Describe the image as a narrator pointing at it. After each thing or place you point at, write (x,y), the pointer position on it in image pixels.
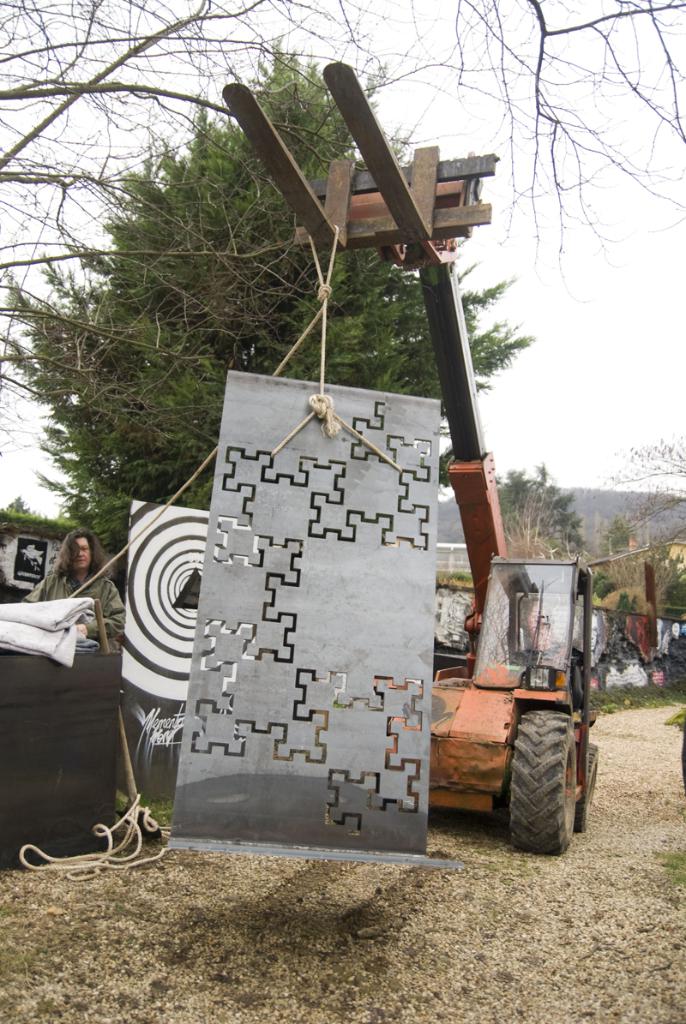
In this image I can see a vehicle (510,596) in orange color, in front (221,605) I can see some object (343,469) which is in gray color, at left (87,636) I can see a person (83,624) standing, at the background (184,385) I can see trees (170,282) in green color and sky (482,274) in white color.
